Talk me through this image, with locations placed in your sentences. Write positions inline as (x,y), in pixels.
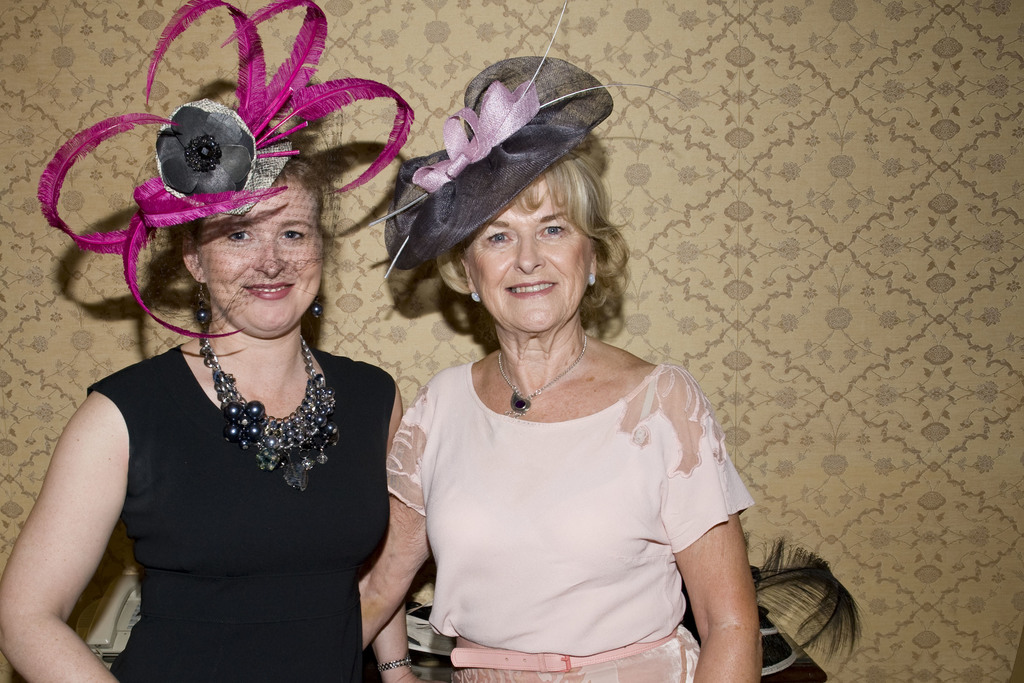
In this image we can see this woman (357,588) wearing black dress (263,535), necklace (268,426) and head wear (264,185) and this woman (426,556) wearing dress (518,443), necklace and headwear (490,95) are smiling. In the background (375,210), we can see the wall (136,175).
